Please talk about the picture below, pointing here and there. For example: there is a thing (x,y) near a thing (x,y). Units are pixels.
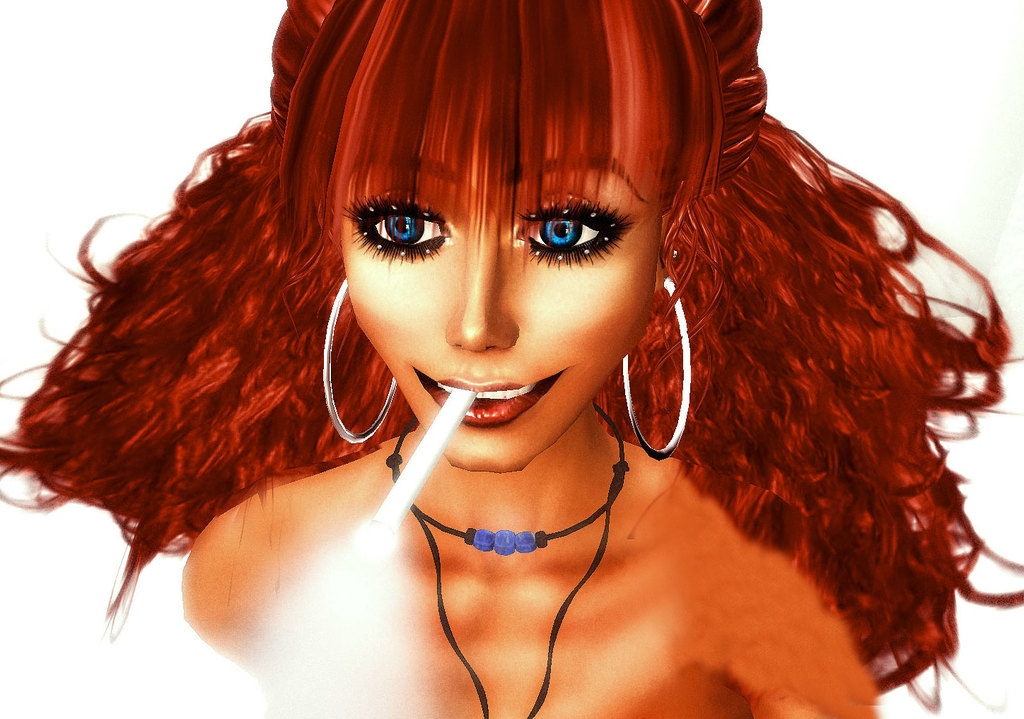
This is an animated picture. In this picture we can see a lady (364,429) and also we can see a cigarette (433,426) in her mouth (444,387).
